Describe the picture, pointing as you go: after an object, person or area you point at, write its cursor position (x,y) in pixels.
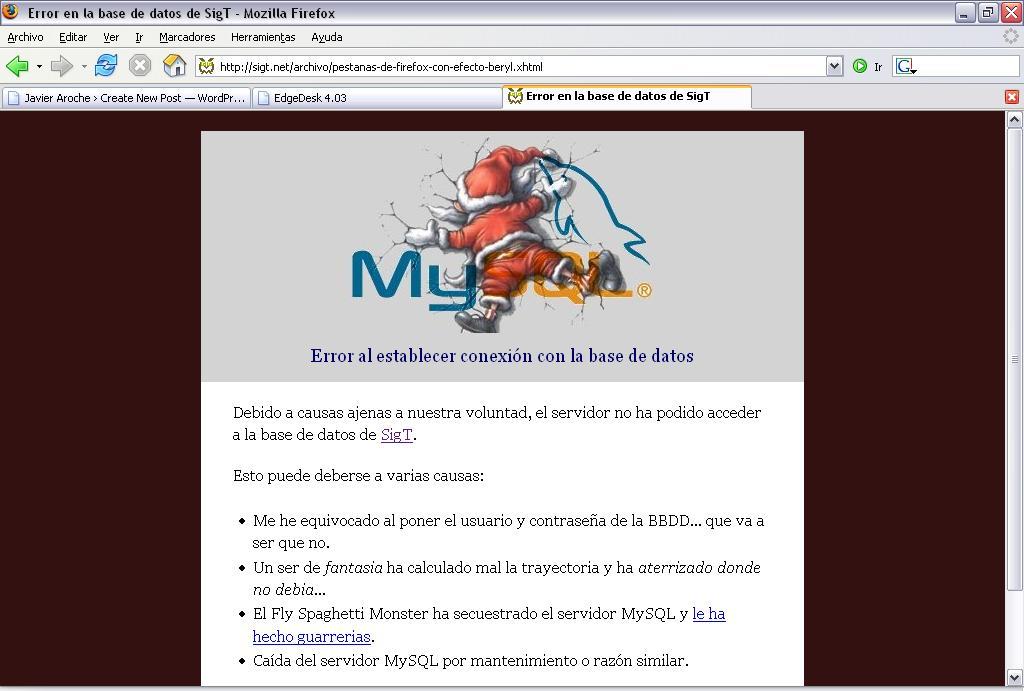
In this image I can see screenshot (849,214) of the screen (961,338). Top I can see few icons (167,69). I can see red color santa-claus (478,245) and something is written on it.
